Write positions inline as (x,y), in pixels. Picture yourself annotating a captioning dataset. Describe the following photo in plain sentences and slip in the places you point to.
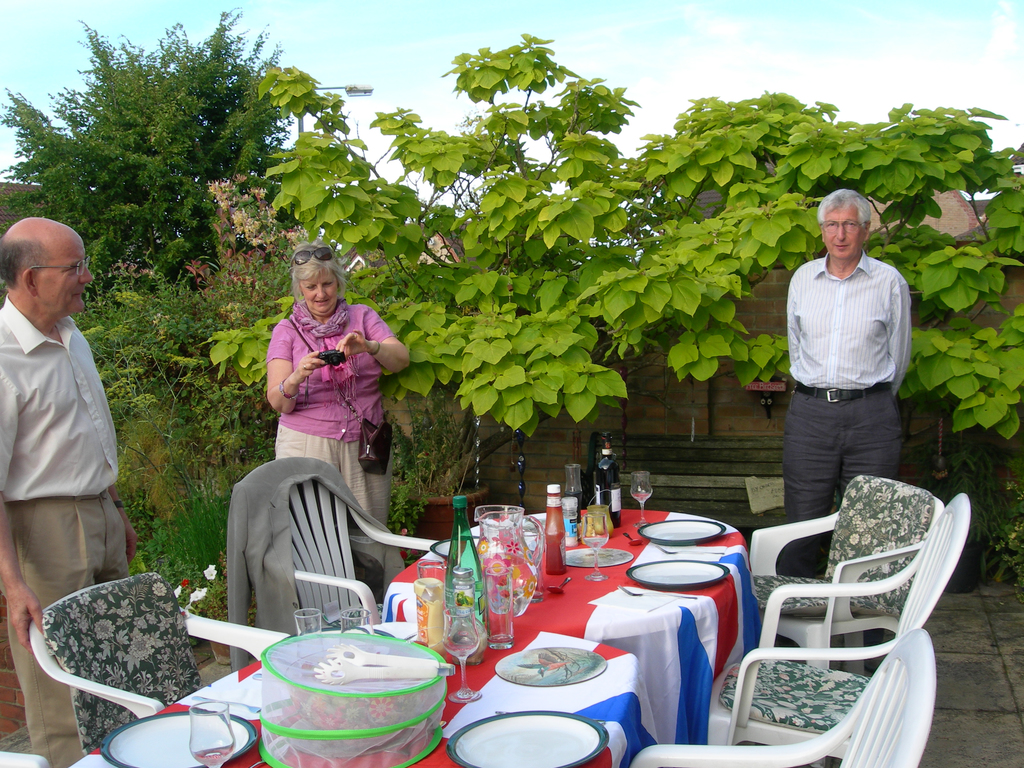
There are three persons (69,380) standing in front of chairs (207,634) and tables (582,624) and there are some eatables (556,565) on the tables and there are trees (545,182) in the background (383,197).
